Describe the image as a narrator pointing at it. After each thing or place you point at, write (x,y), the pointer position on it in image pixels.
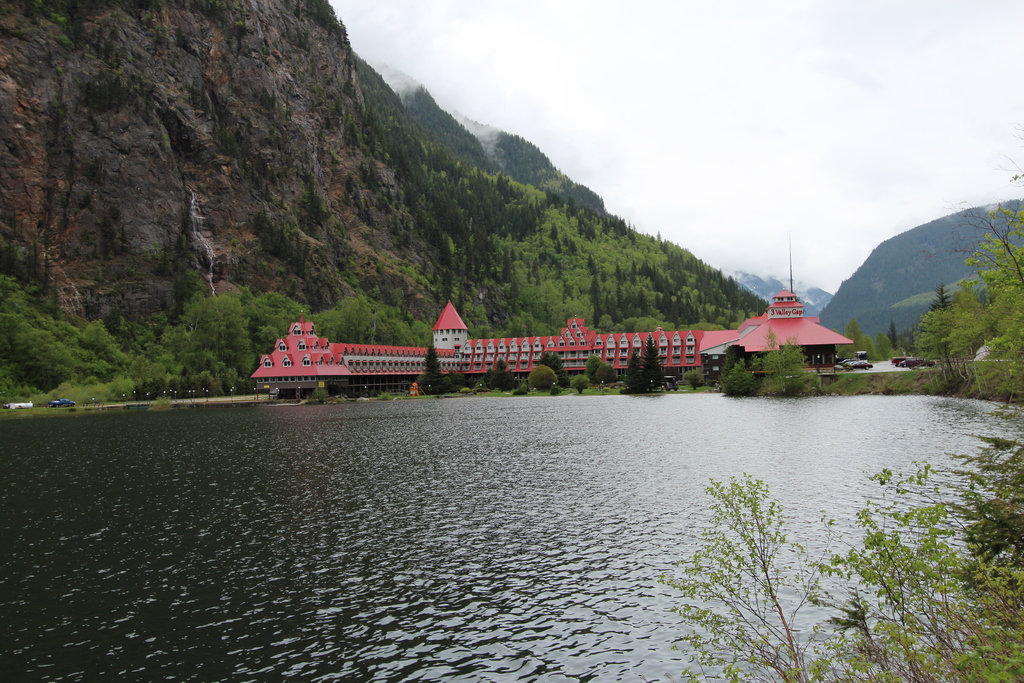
In this image I can see the lake (721,414), in front of the lake (867,399) I can see the sky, hill (56,259) and trees (575,269).
